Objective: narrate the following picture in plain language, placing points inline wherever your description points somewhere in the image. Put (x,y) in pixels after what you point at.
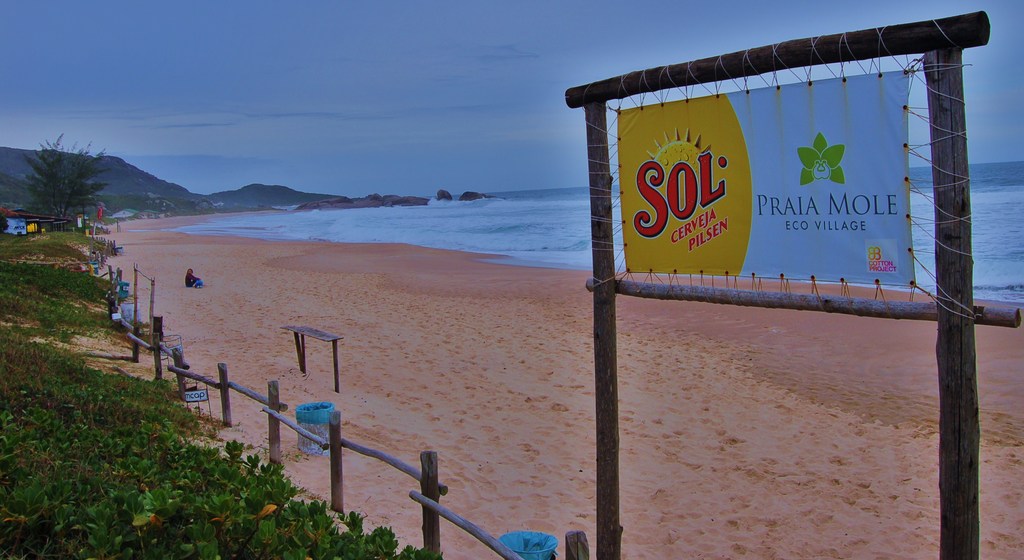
In this image we can see sky (287,105) with clouds (256,148), trees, plants (95,309), sheds (113,214), rocks (359,203), sea (364,218), a person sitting on the seashore (206,280), fence (426,489) and a name board (666,236).
